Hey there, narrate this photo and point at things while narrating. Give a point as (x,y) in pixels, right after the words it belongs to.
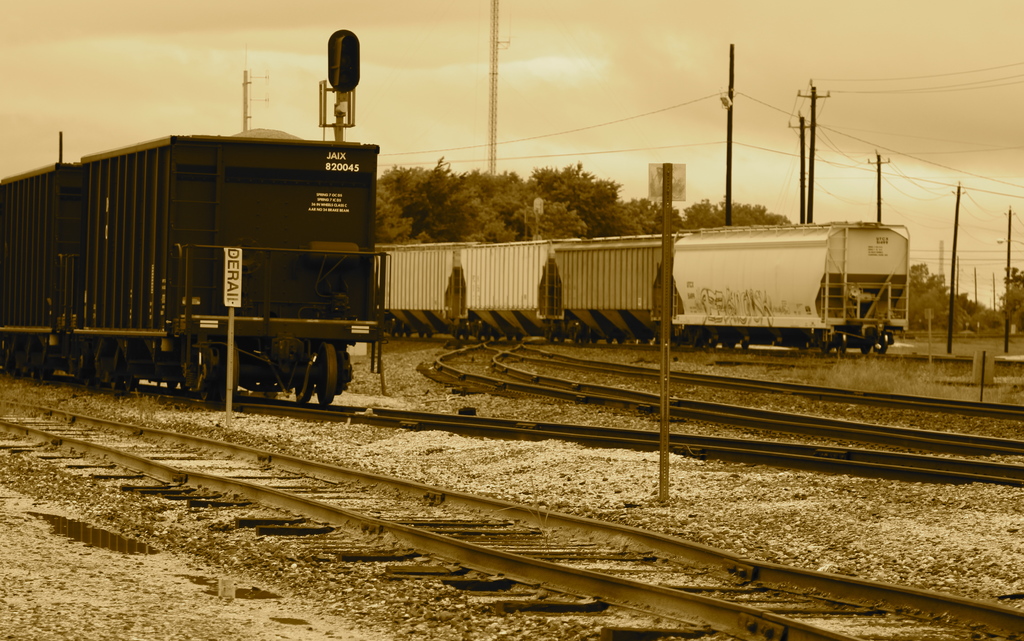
As we can see in the image there are trains (403,297), railway track (784,626), trees (580,204), current poles (729,80) and sky (613,38).
